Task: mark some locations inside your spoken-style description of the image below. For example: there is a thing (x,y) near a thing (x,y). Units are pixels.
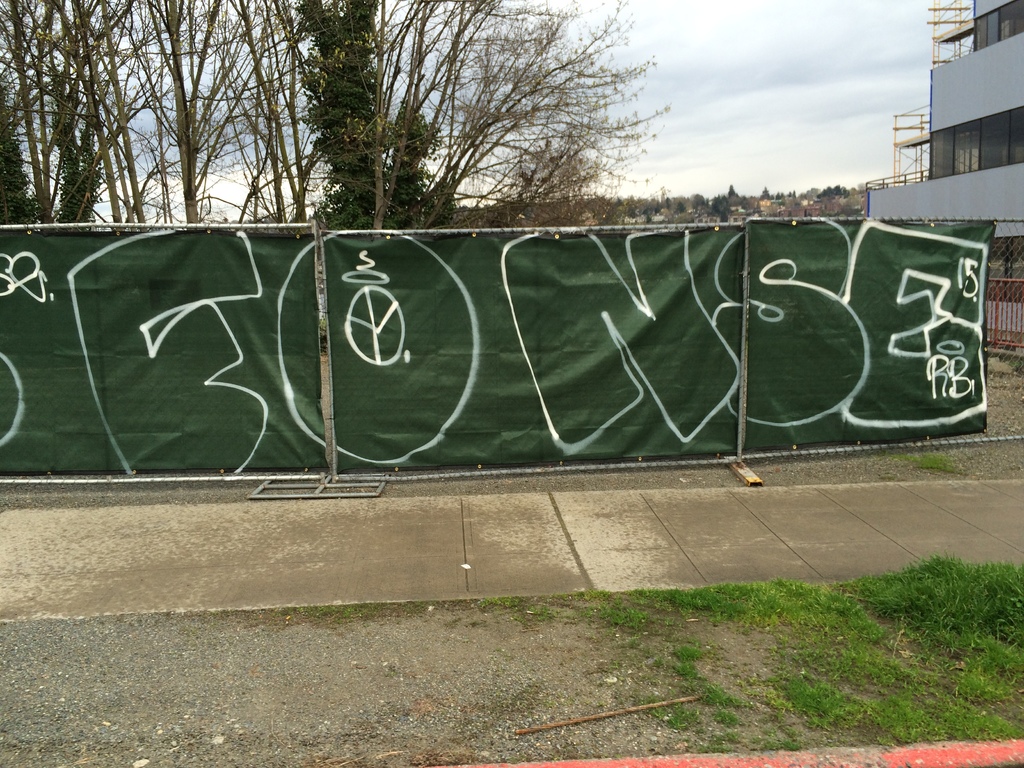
In this image there is a ground (616,615) in the bottom of this image (514,645) and there a wall (397,348) in middle of this image (433,345) and there are some trees (340,114) in the background (365,184). There is a building (948,192) on the top right side of this image (948,216) and there is a sky (754,104) on the top of this image (722,128).
